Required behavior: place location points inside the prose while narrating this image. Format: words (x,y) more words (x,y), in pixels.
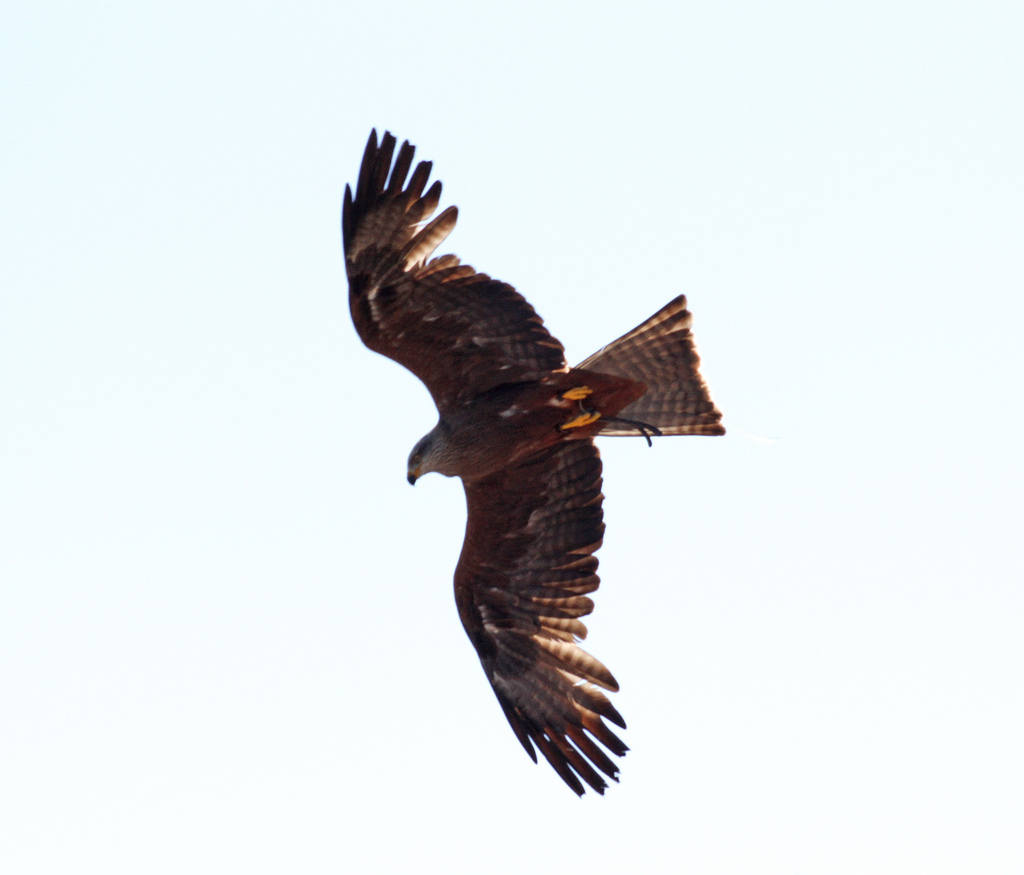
In this picture we can see an eagle (469,626) flying in the sky (654,638).
